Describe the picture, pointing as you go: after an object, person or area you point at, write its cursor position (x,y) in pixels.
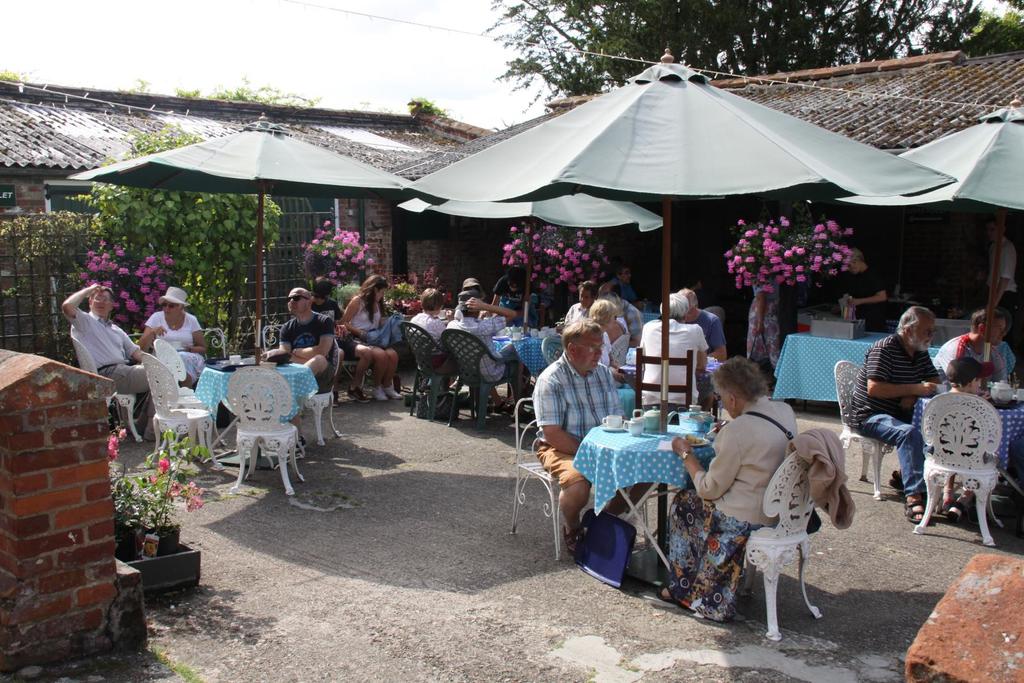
In this picture there are group of people (976,344) sitting on the chairs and there are tables (601,427) and there are cups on the tables (1018,407) and there are umbrellas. At the back (615,266) there is a building (980,242) and there are trees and flowers (819,251) and there is a person (873,290) standing and holding the object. In the foreground (11,400) there is a wall (64,463). At the top (287,8) there is sky (315,8). At the bottom (343,580) there is a floor (275,500).
